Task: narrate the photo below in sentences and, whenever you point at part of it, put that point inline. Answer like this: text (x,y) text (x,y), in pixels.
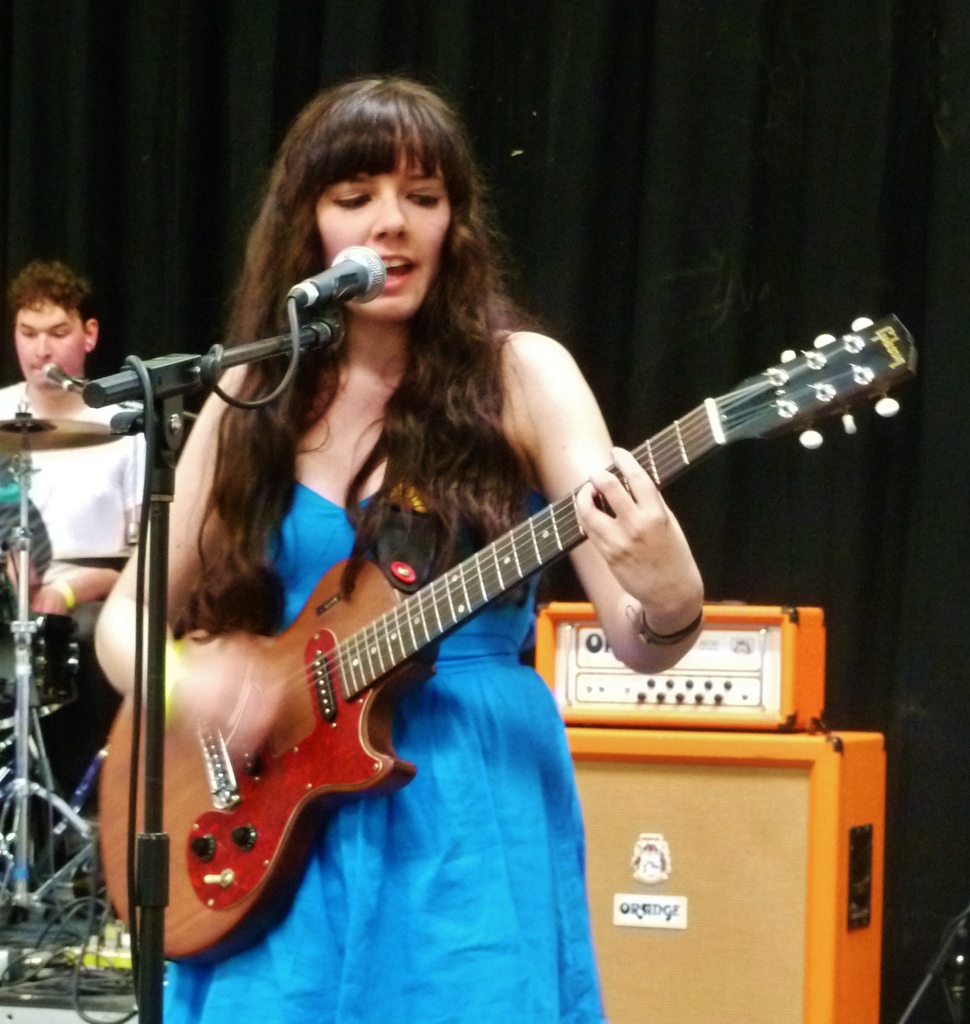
There are two people (423,421) on the stage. She is standing. She is holding guitar (426,629). She is singing we can see her mouth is open. She is playing guitar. On the left side (64,589) we have a person (111,551) that is playing a drums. On the background (795,854) we can see musical instruments (819,702) are there.
